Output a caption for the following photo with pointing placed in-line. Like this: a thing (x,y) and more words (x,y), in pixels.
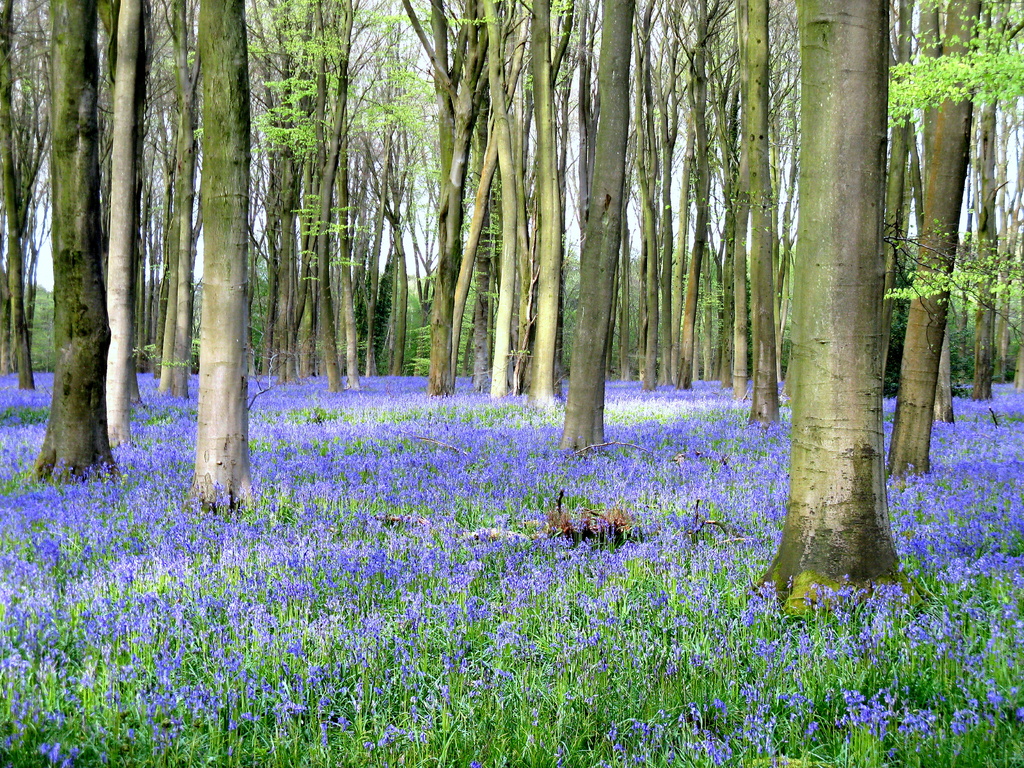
In this image we can see many trees (806,174). On the ground (336,403) there are flowers (445,462) and plants (489,646).
